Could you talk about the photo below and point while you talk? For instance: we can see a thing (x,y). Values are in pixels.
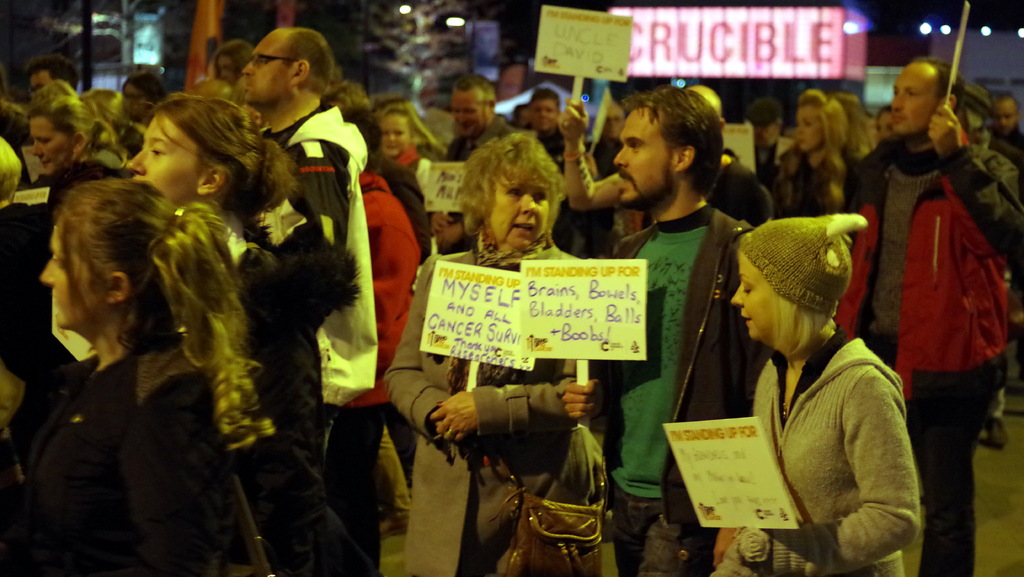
In this image there are many people (616,209) on the road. Few of them are holding placard (442,265). In the background (405,43) there are buildings (718,55), trees (385,23).
